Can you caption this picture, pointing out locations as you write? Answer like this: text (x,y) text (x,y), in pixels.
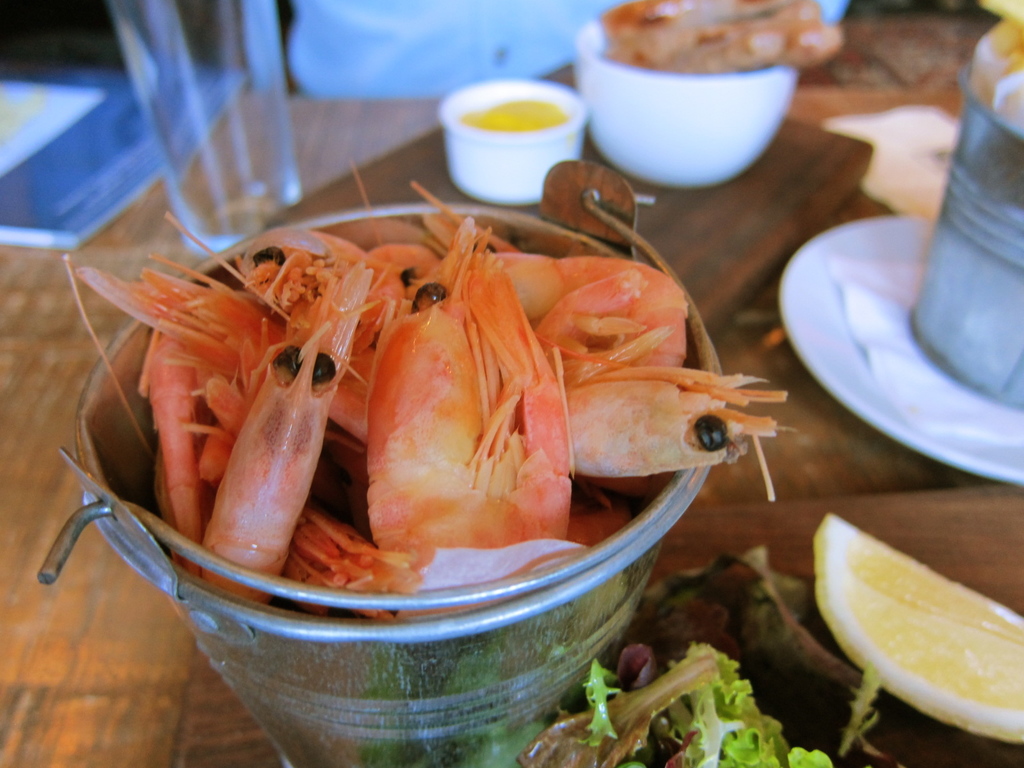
In this image we can see seafood (385,353) in the metal bucket (141,355), near that we can see few objects (945,646), we can see the water glass (268,181) and food item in the bowl (672,109), we can see the wooden table (349,157).
